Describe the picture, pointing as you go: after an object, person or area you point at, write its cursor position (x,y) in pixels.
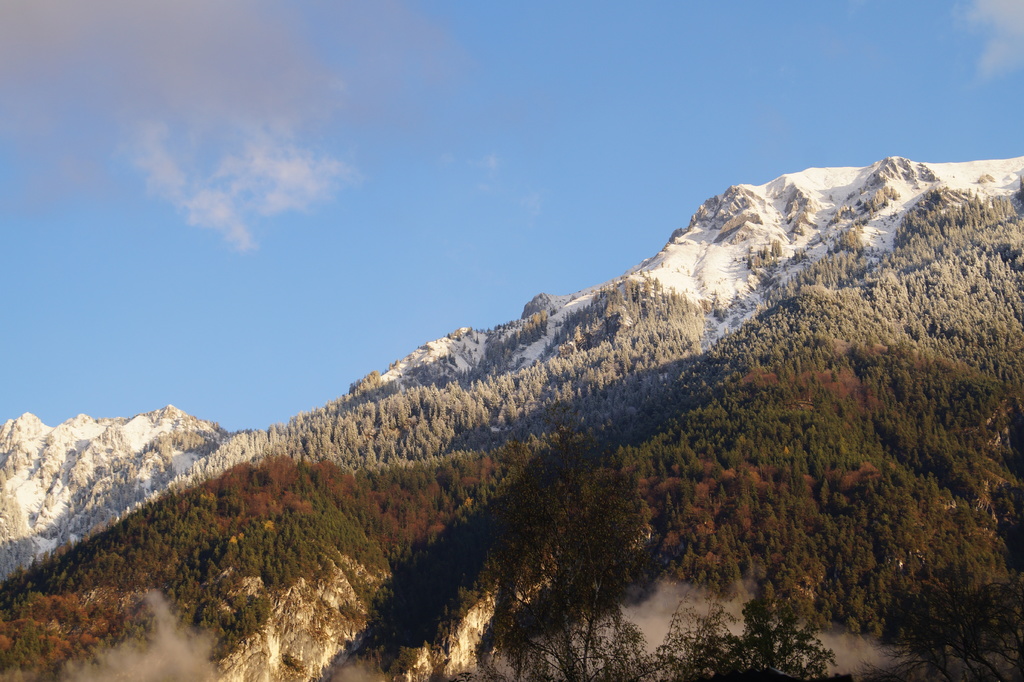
In this image we can see a mountain forest (435,509). There is a slightly cloudy blue sky (347,204).
